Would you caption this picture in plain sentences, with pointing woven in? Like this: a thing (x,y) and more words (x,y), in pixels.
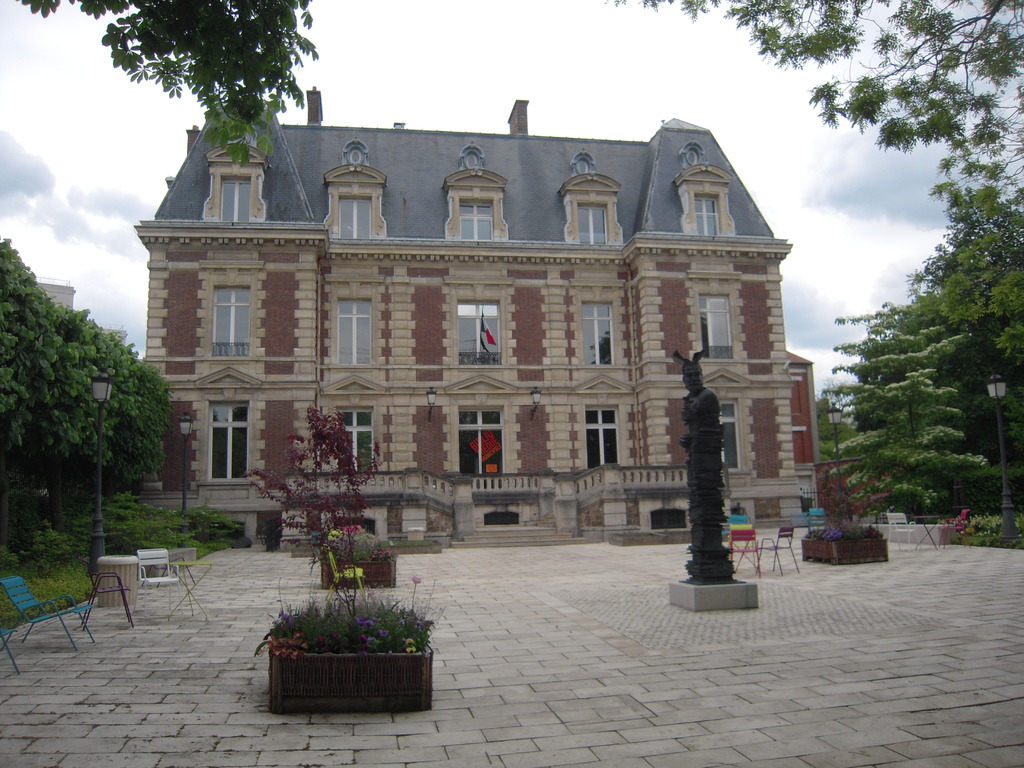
In this image we can see buildings (563,387), statues (697,436), chairs (736,542), side table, street pole (99,405), street light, plants (389,624), trees (988,321) and sky (99,213) with clouds (657,71).
